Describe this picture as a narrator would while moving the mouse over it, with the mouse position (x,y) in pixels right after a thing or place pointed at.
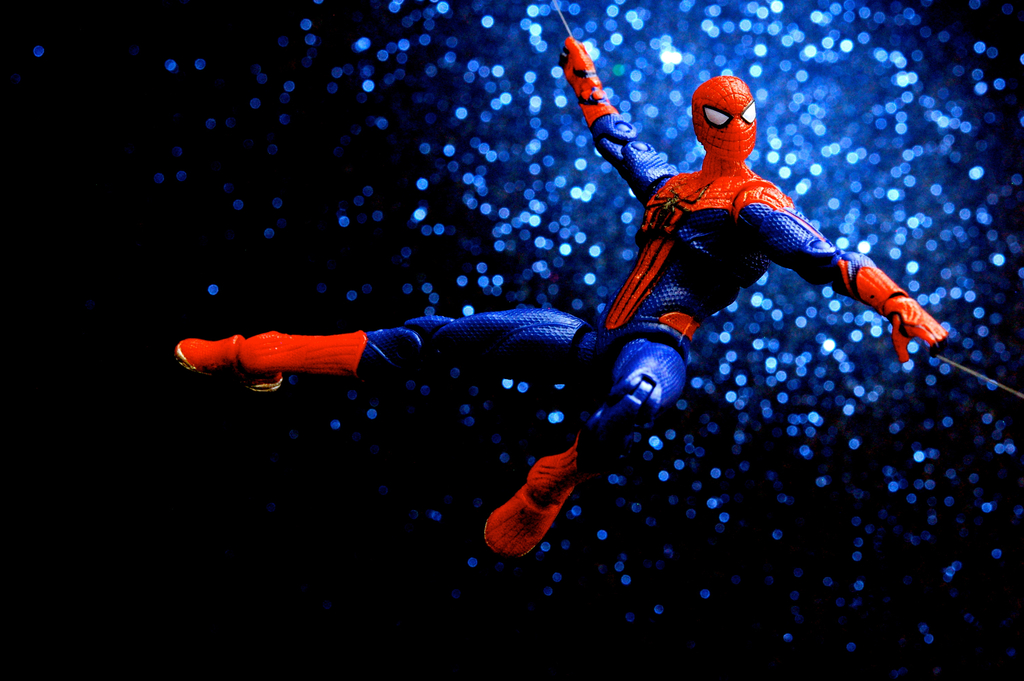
This image is a photographic image. In this image the background (704,555) is dark and there are many blue sparkles (650,114). In the middle of the image (669,276) there is a spider man (693,182).
